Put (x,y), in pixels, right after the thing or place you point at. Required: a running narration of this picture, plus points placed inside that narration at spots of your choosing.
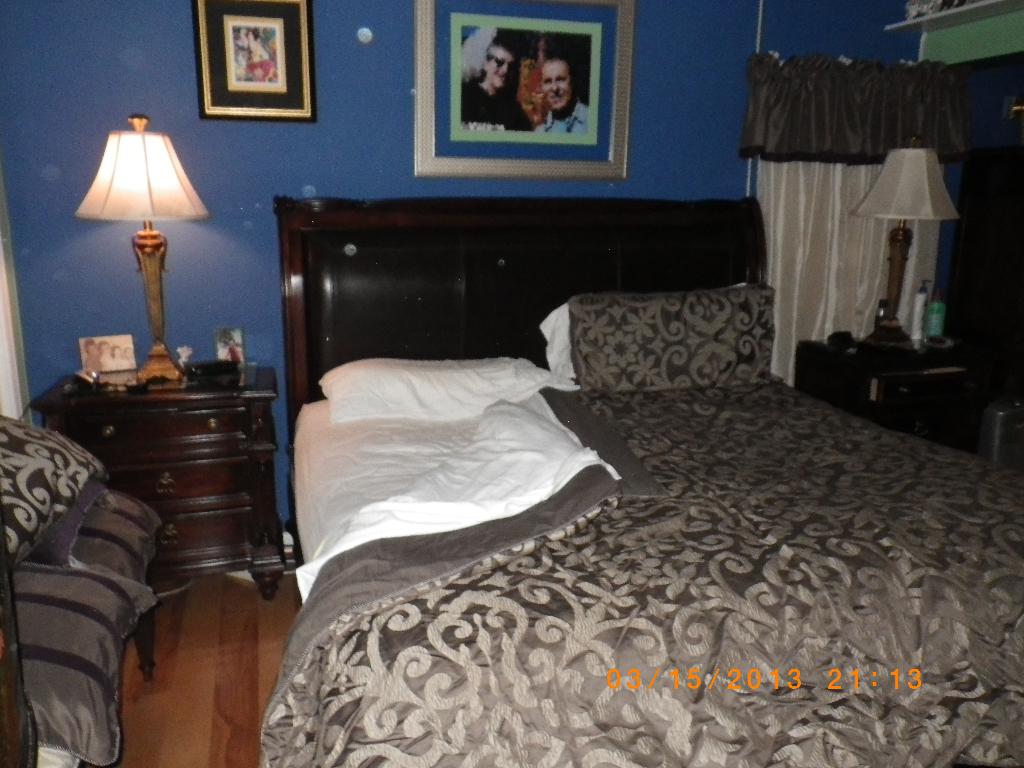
In this image i can see a bed (725,484) at left (153,230) i can see a lamp (152,210) on a cup board (197,396) at the back ground (554,143) i can see a frame (596,117) attached to a wall (640,101) and a curtain (762,145).
